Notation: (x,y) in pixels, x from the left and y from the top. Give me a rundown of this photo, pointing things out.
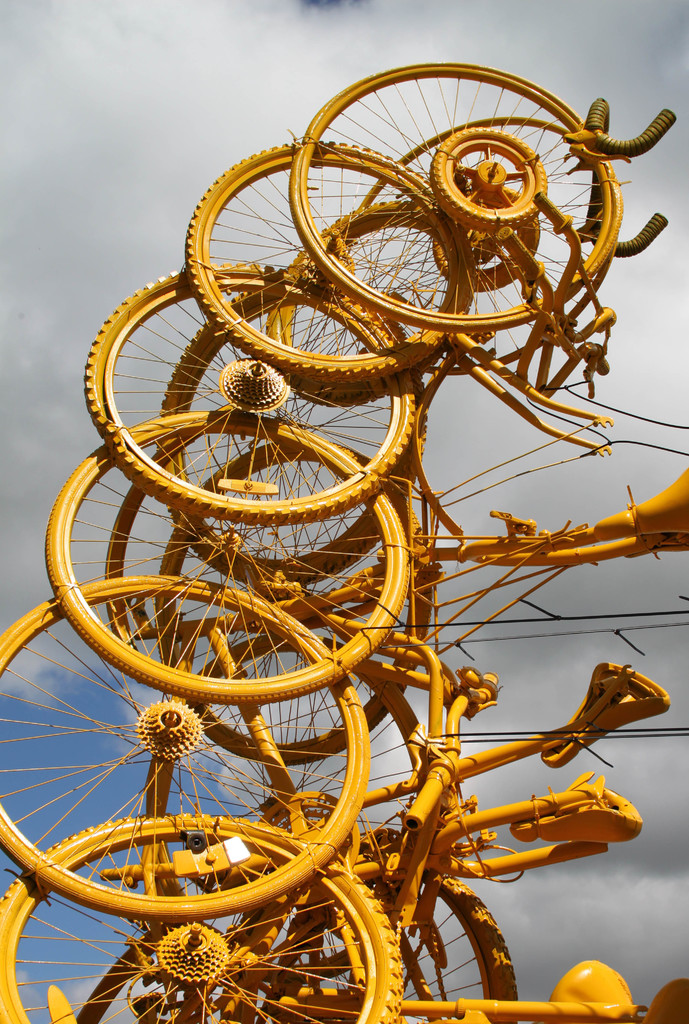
In this image we can see many bicycles (331,834). We can see the clouds (139,156) in the sky (145,207).
